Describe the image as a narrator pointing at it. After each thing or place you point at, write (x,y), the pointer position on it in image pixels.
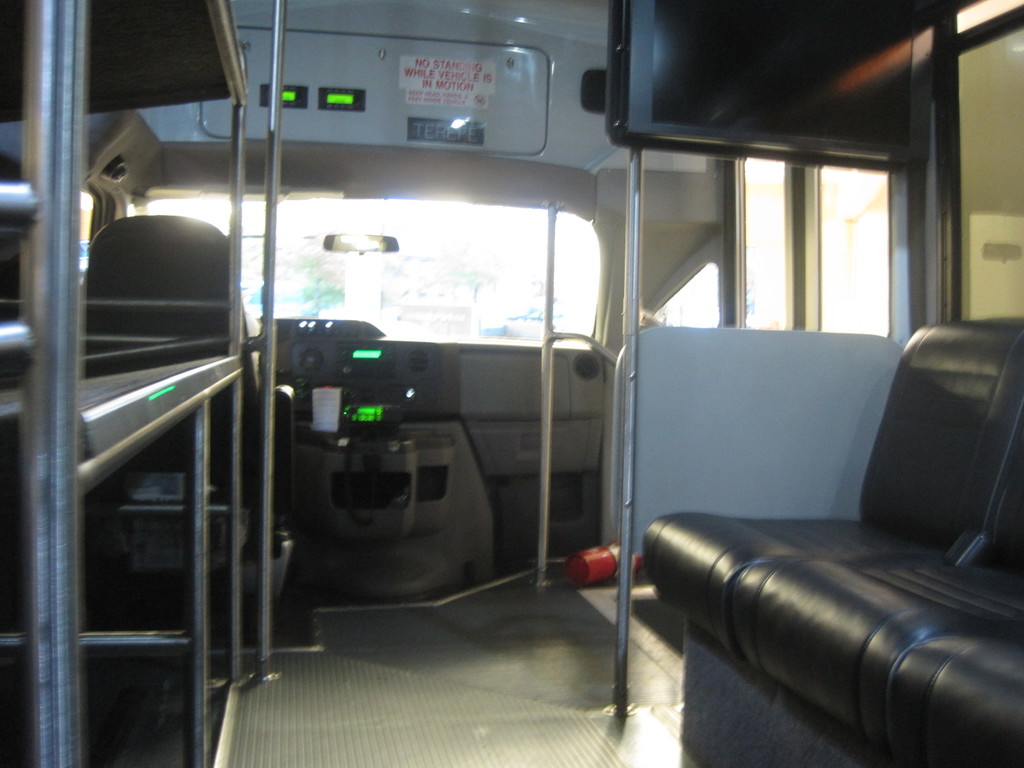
This is the picture taken inside view of a vehicle (390,591), in the vehicle (514,638) there are seats (872,611) which is in black color and some rods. In front of the seats (716,558) there are some machines (366,411) and a glass window (383,284) and there is a mirror (361,241) and on top of the mirror (348,246) there is a roof (328,58).
